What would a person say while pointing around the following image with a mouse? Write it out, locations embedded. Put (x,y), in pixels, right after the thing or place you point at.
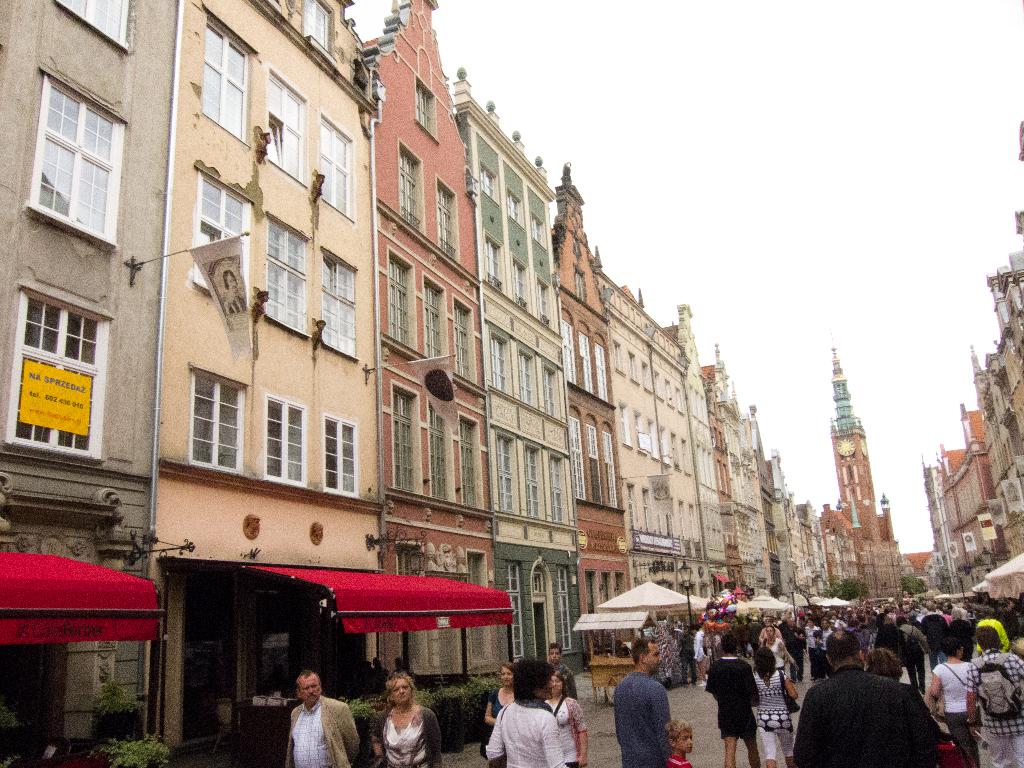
In this image we can see a group of people (897,759) walking on the road (593,764). Here we can see the buildings (442,221) on the left side (204,188) and the right side (1017,422) as well. Here we can see the tents (628,605) on the side of a road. Here we can see the clock tower (864,492).
